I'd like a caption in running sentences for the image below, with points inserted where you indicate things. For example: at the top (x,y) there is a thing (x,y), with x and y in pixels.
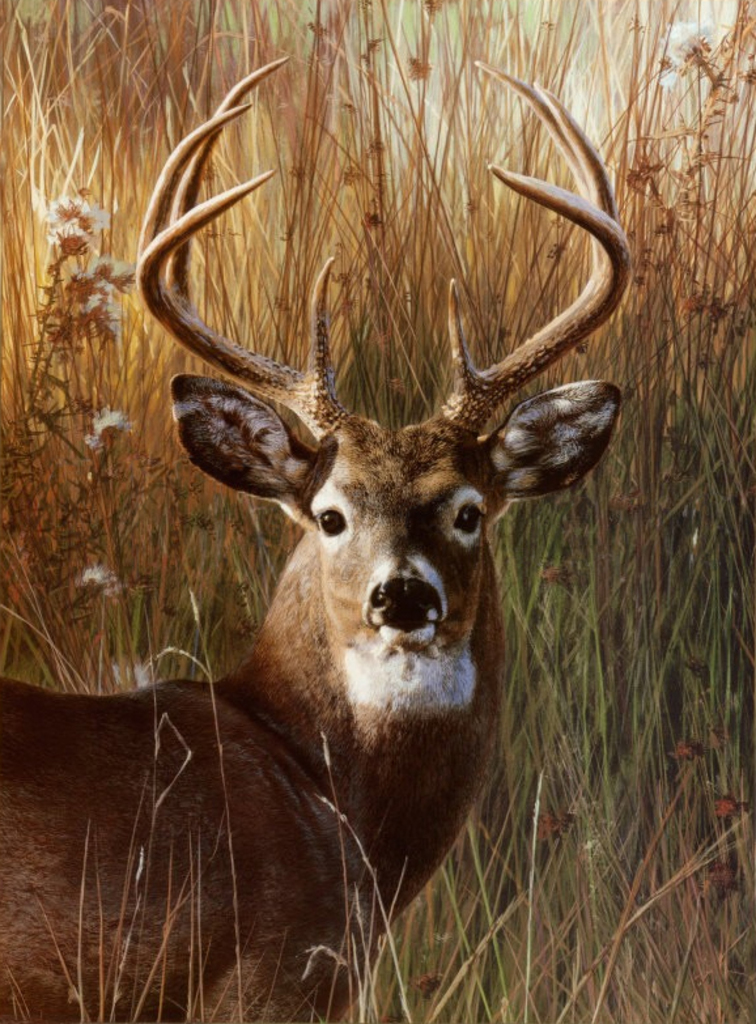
In this image we can see a deer (409,736) with horns (298,379) on its head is standing on the ground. In the background (437,972) we can see group of plants (659,271).
